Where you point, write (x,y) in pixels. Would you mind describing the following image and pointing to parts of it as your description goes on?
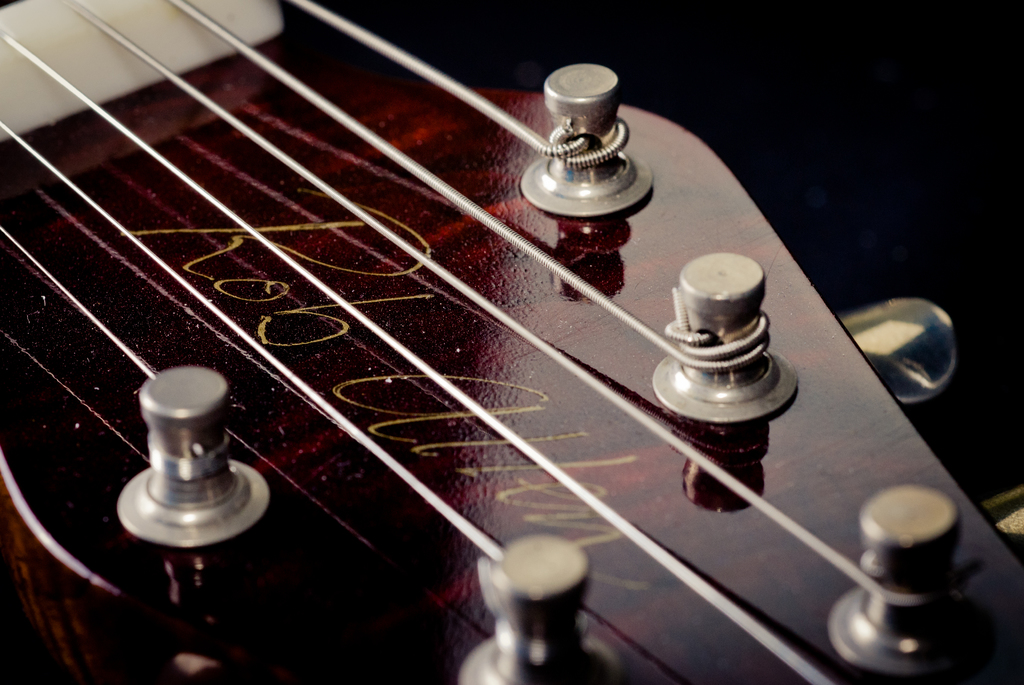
In this picture we can see some strings (181,280) of the guitar (506,294).
